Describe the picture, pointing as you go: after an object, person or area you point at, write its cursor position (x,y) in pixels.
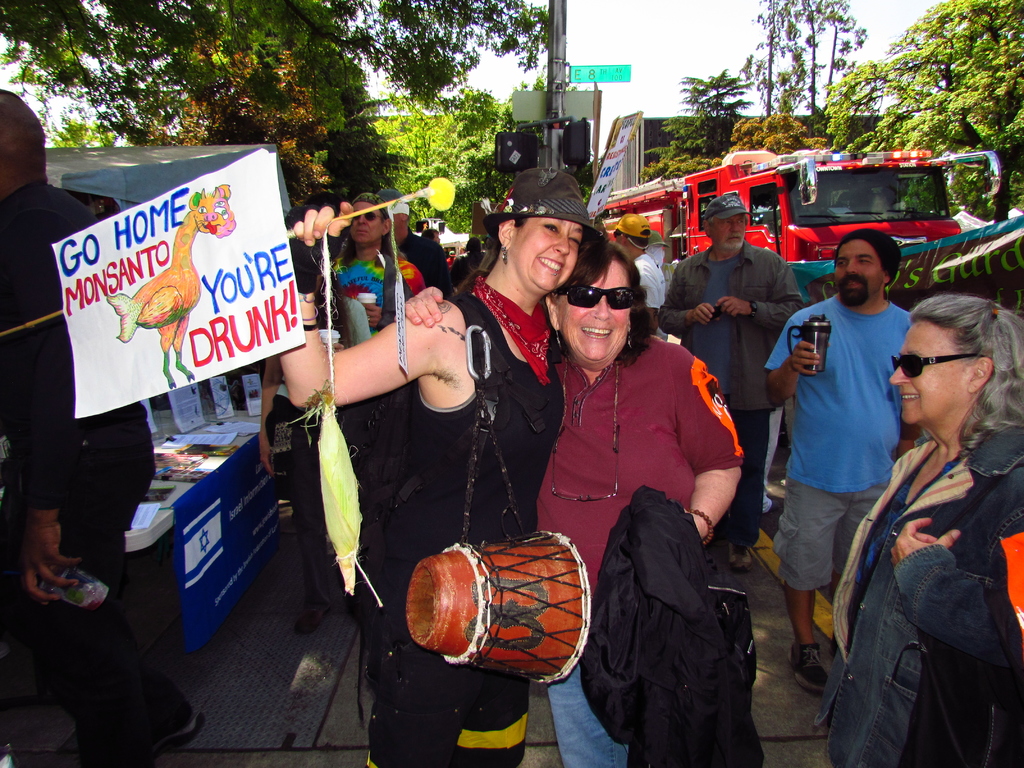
The image consists of two woman (586,494), one with drum (490,617) and there are many people (621,243) in the background (438,256) and it seems to be on road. There is a fire vehicle (790,170) and over to the whole back ground (660,29) there is sky (788,68) and trees (313,56).
